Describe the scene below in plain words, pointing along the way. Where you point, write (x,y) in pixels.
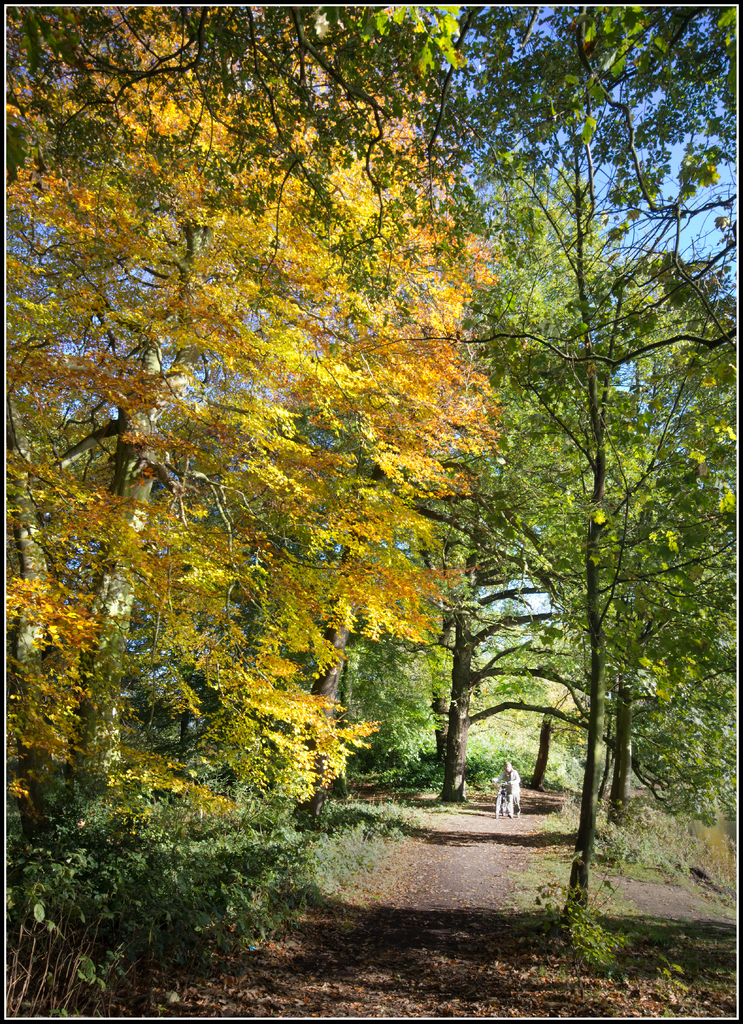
In the foreground of the picture (306,936) there are plants (600,956), dry leaves (525,980) and trees (122,727). In the background (512,788) there is a person (508,780) pushing a bicycle (502,793) and there are trees (472,539) and plants (409,801). It is sunny.
